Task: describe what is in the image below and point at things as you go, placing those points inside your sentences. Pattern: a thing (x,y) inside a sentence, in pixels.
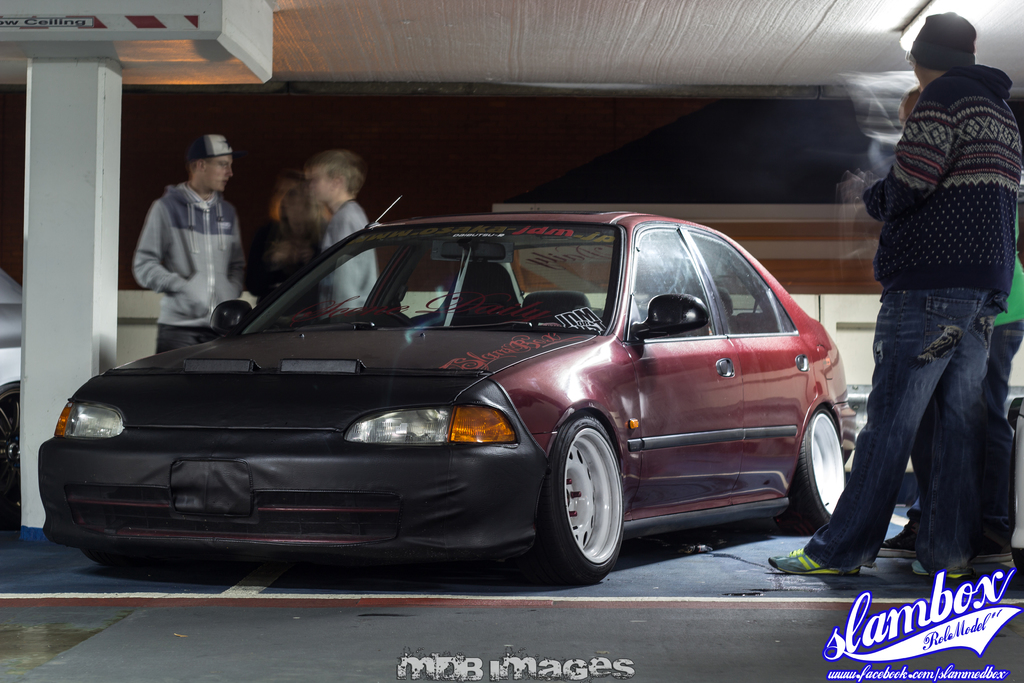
This image consists of a car (538,430) and some people (909,229). Car (456,423) is in red color with tyres (571,569), headlights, Windows (710,320), doors (693,394), Mirrors (666,313). People (323,196) are standing on left side (218,162) and right side (938,514).
